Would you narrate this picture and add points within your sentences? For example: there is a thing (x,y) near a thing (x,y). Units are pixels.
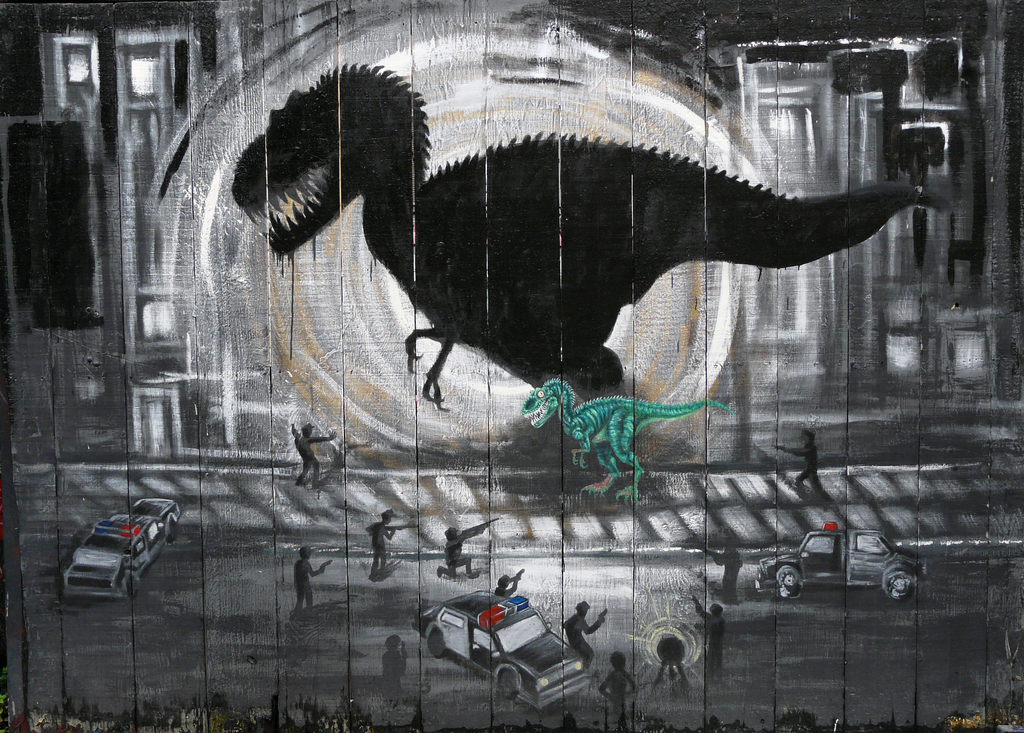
In this image, we can see a graffiti (465,290) of some animals (596,448), people (505,582) and some vehicles (524,601) on the wall (330,479).
